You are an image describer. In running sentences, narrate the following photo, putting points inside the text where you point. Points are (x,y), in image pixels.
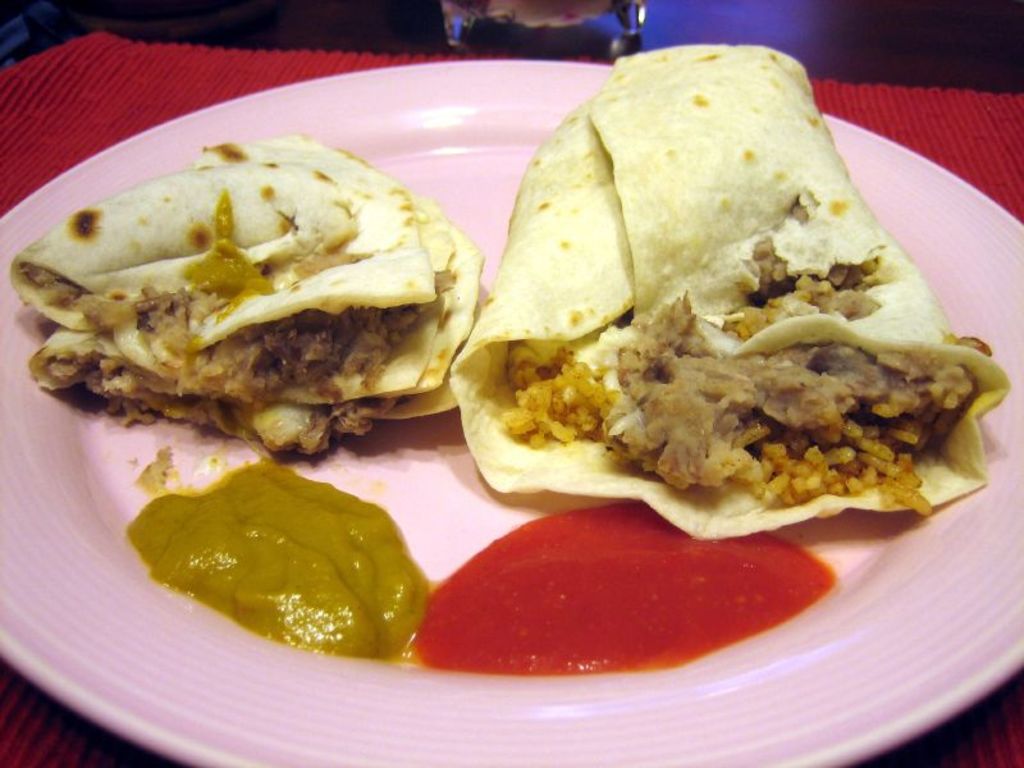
In this picture, we can see a table (914,73), on that table (914,71), we can see a red color cloth (1001,195) and a plate (904,650). On that plate (769,727), we can see two rolls (665,190) and a sauce (577,642). In the background (561,31), we can see a glass (579,10).
